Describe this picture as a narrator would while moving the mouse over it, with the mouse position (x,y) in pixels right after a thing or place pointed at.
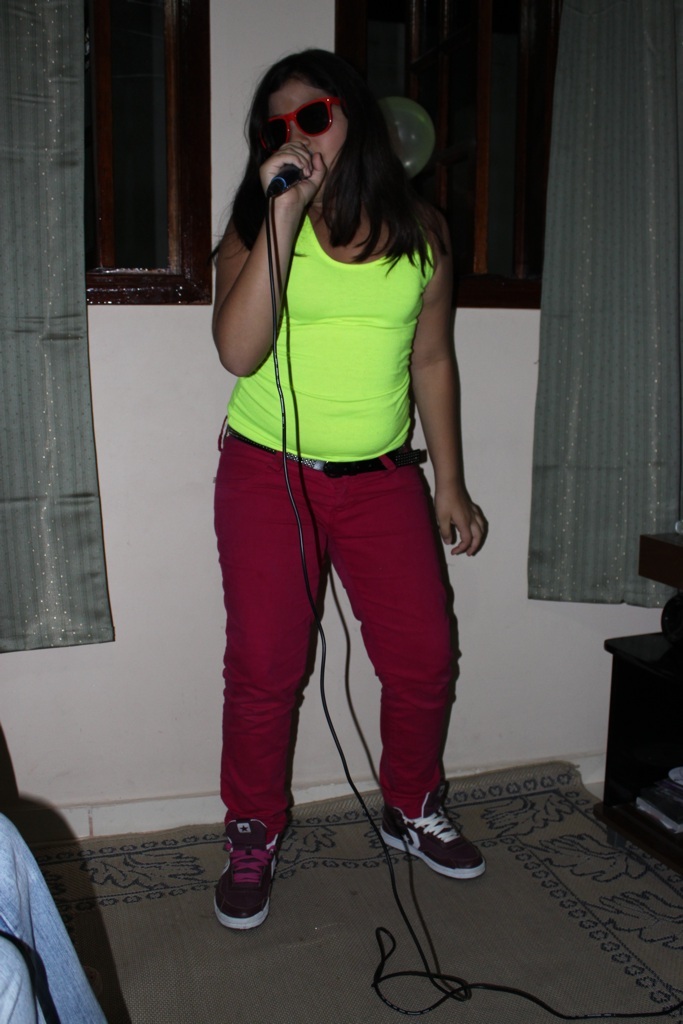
There is a woman (370,138) in light green color t-shirt (374,310), holding a mic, singing and standing on the floor (506,891). Which is covered with a carpet (196,907). On the left side (56,949), there is a person (56,1007) sitting on a chair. In the background (82,166), there are two curtains (642,200) on the windows (417,7). And there is white wall (186,477).
